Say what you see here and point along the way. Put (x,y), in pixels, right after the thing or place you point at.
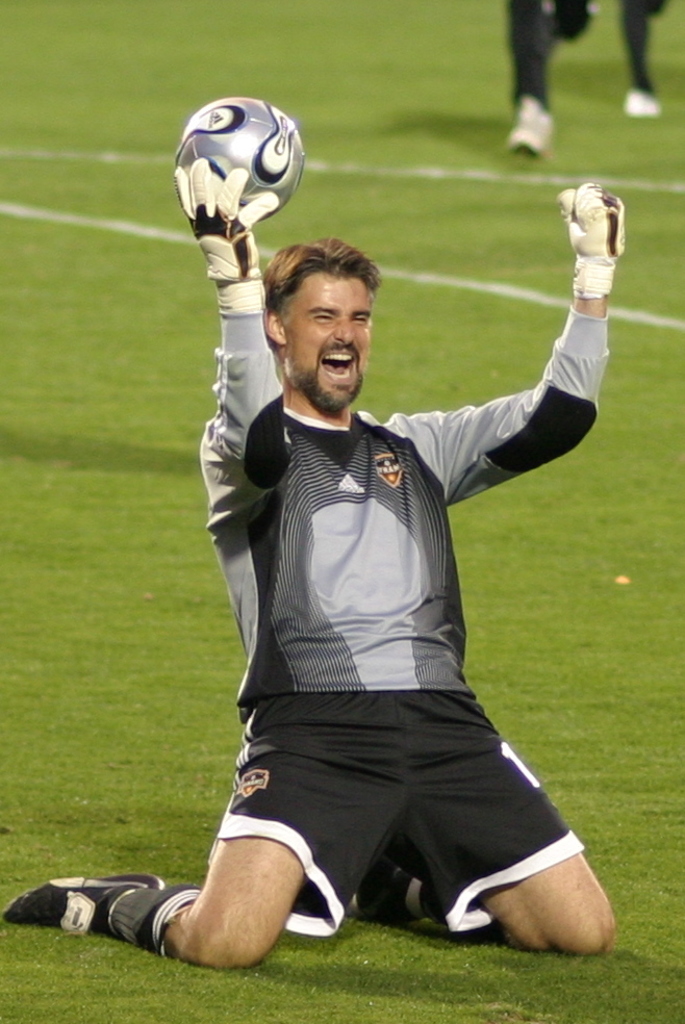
This image is clicked in a football ground (125,133). There is a man (264,781) sitting on the knees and holding a ball (253,171) in his hand (233,219). He is wearing a black color sports dress (403,709). At the bottom (80,752) there is a green grass (85,680).
